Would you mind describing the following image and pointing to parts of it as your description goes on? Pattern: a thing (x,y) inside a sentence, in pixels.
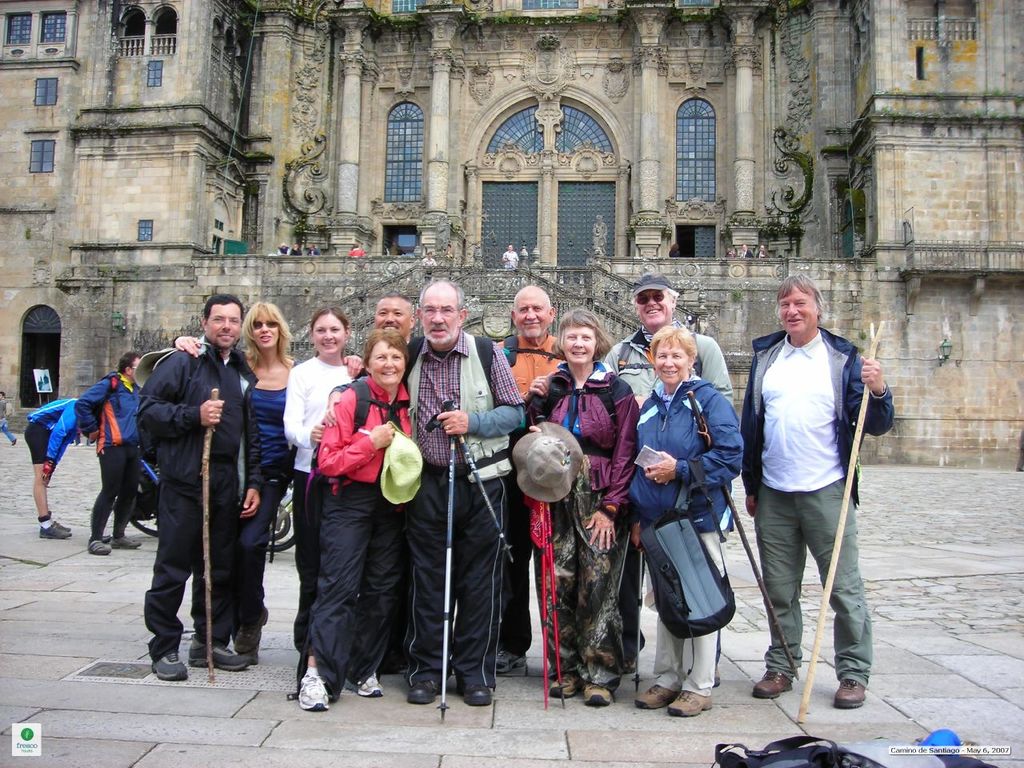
In this image I can see group of people (457,453) are standing among them some are holding sticks (203,538) and other objects (538,507). In the background (280,245) I can see a building (482,184) which has windows (49,89). Here I can see watermarks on the image.
